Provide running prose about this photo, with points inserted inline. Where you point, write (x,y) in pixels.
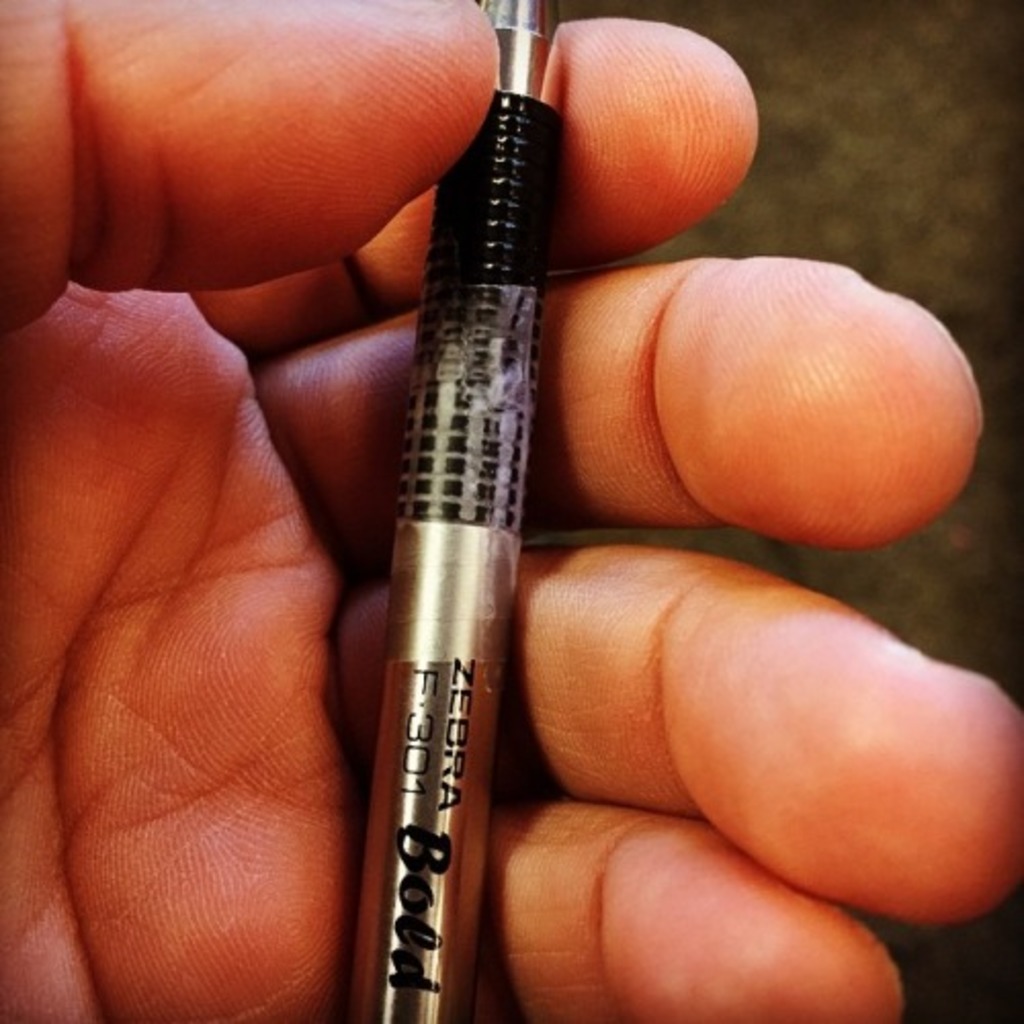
In this image, we can see a human hand (61,544) is holding a pen (461,562).
